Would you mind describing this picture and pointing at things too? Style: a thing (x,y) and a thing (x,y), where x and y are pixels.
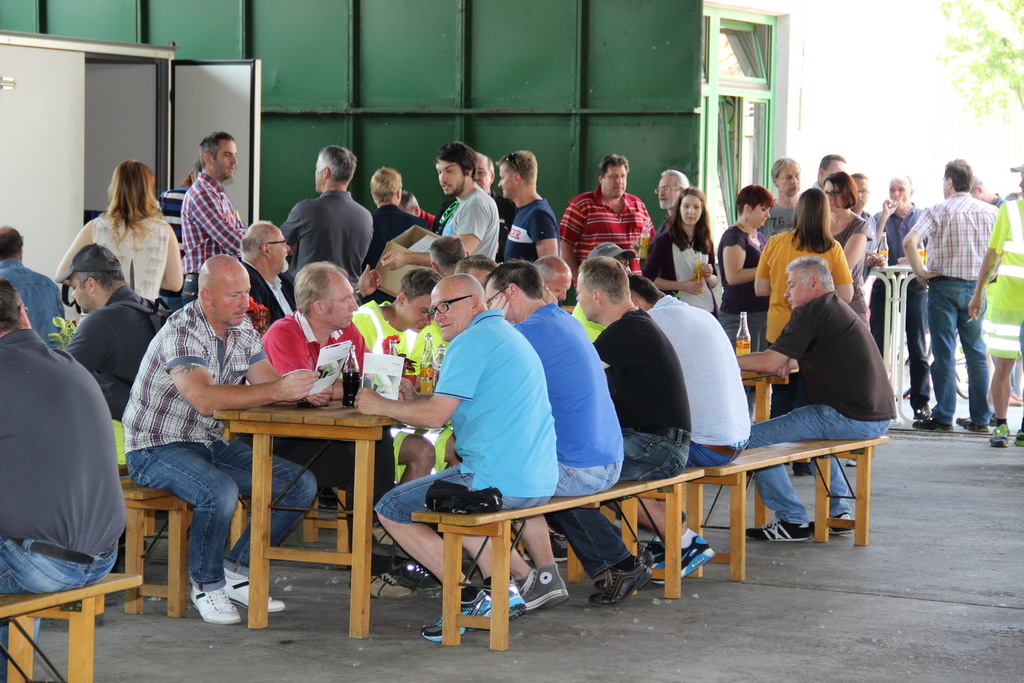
A group of people (415,392) are sitting at a table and some other (168,228) are standing at a distance.
